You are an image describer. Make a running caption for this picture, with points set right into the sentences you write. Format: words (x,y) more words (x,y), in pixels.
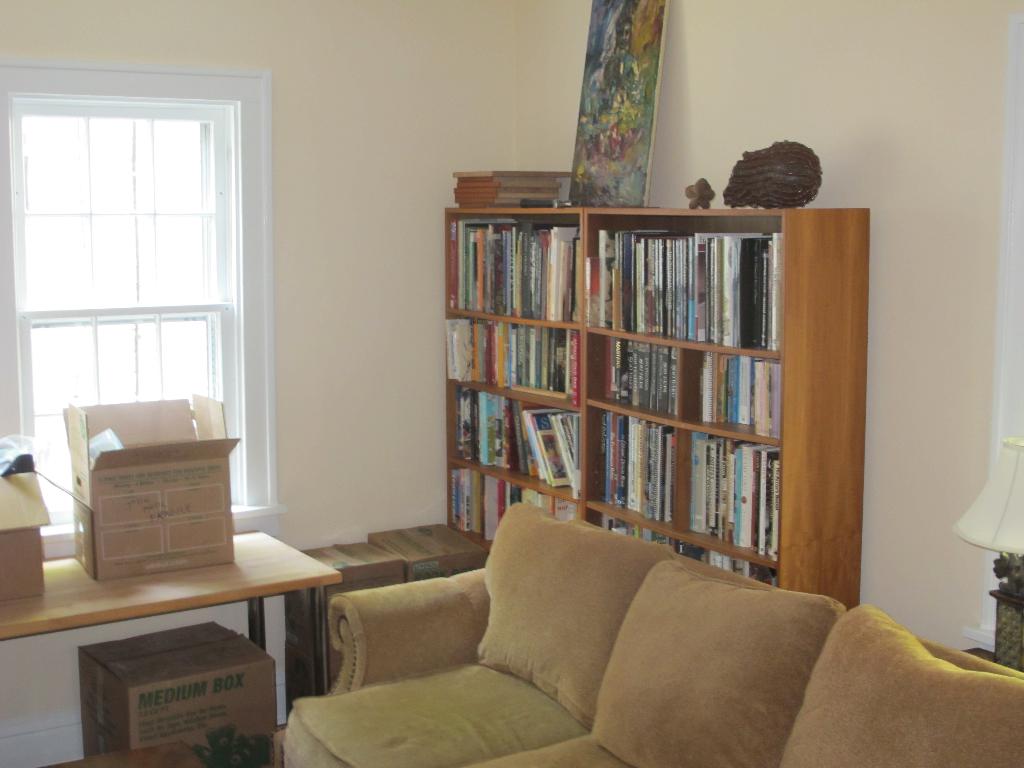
This picture describes about interior of the room (331,539) in this we can find a sofa (616,731), and couple of boxes (161,529) on the table (235,548), and also we can find couple of books (669,326) in the rack (709,344), and we can see a painting (630,149) on the wall (776,112).
